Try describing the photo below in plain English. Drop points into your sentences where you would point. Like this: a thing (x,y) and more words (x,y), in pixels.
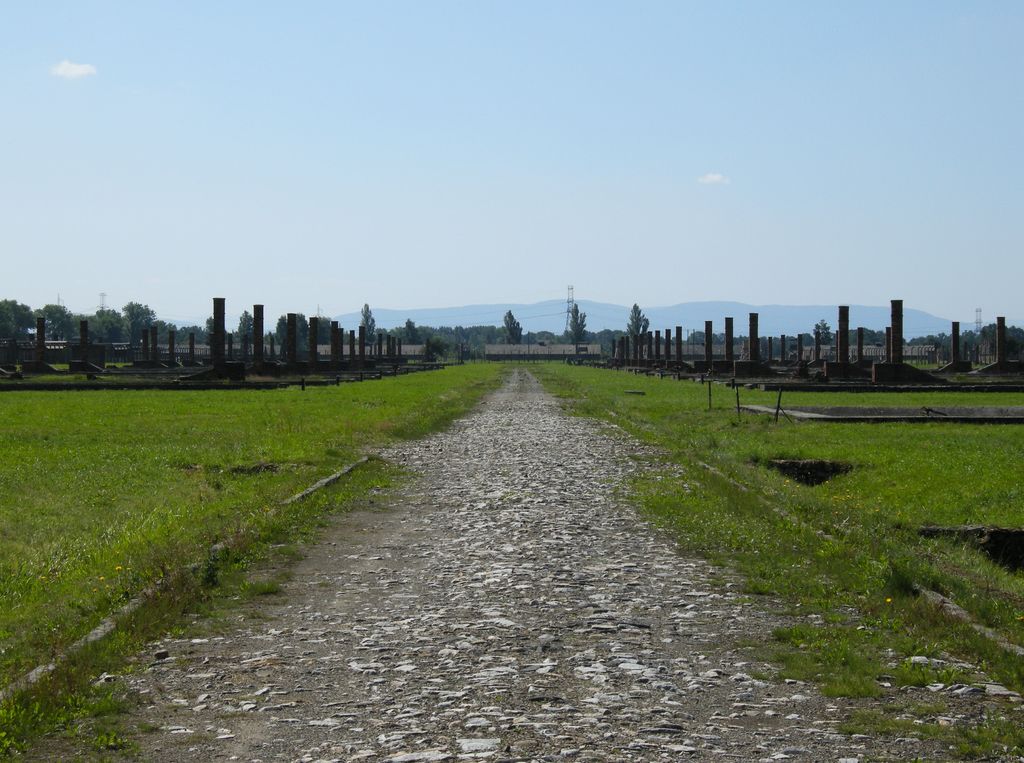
At the bottom of the picture (478,642), we see the road (475,657). On either side of the picture, we see grass (218,437) and pillars (258,333). There are buildings (511,351), trees (442,339) and towers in the background (305,322). We even see the hills (624,309) in the background (650,313). At the top (454,169), we see the sky (531,221).
